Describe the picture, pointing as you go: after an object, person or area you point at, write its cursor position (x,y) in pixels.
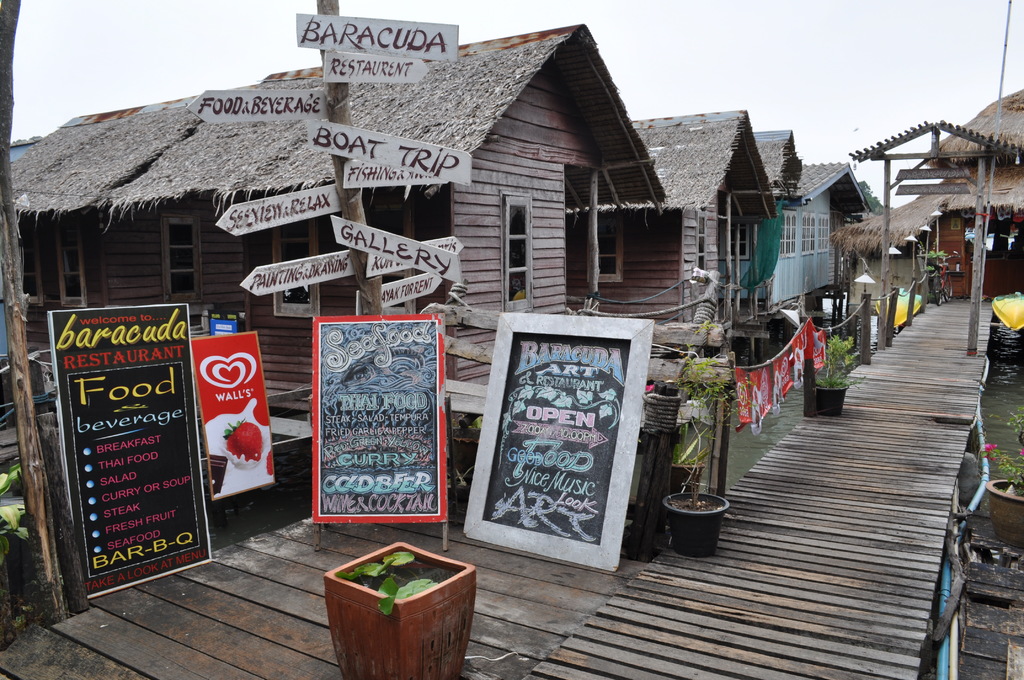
In this picture I can see the wooden house (295,231) and sheds (722,293). On the left (204,354) I can see many sign boards (622,394), posters (249,483) and banners (378,344) which are placed on the wooden poles (23,324). At the bottom (379,554) I can see the pot (386,574), leaves (364,566) and water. On the right (994,461) I can see some flowers (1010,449) on the plant (1004,474). Beside that I can see the water flow (991,364). At the top (719,18) I can see the sky (475,17).
